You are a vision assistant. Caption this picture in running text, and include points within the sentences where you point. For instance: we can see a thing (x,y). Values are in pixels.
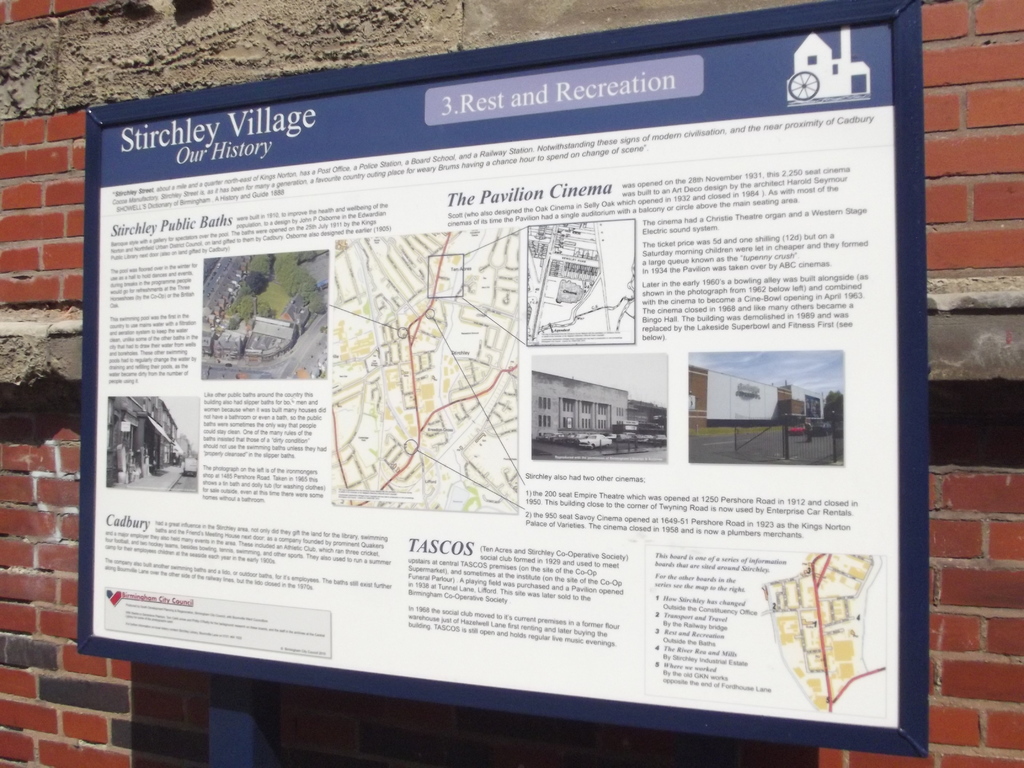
In this image, I see a board (362,217) in which there is a map (451,248) and few photos (202,339) of the city (284,265) and it also says "Stirchley Village our history". In the background (103,95) I see the wall (973,481).
